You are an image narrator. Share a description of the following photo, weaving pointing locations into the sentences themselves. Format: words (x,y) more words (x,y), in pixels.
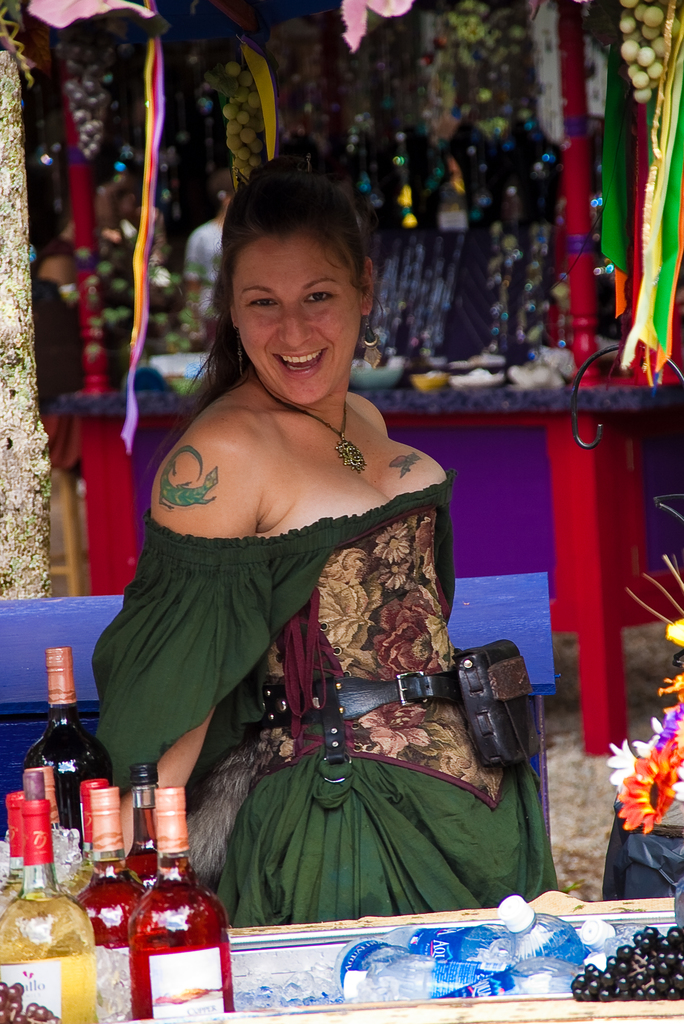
This woman (307,543) wore green dress (439,800) and smiling. On her arm (200,507) there is a tattoo (192,503). On this table (377,926) there are bottles (106,937) and flowers (649,788). On top (643,33) there are fruits (78,74). Far on this table (538,423) there are things (505,288).
